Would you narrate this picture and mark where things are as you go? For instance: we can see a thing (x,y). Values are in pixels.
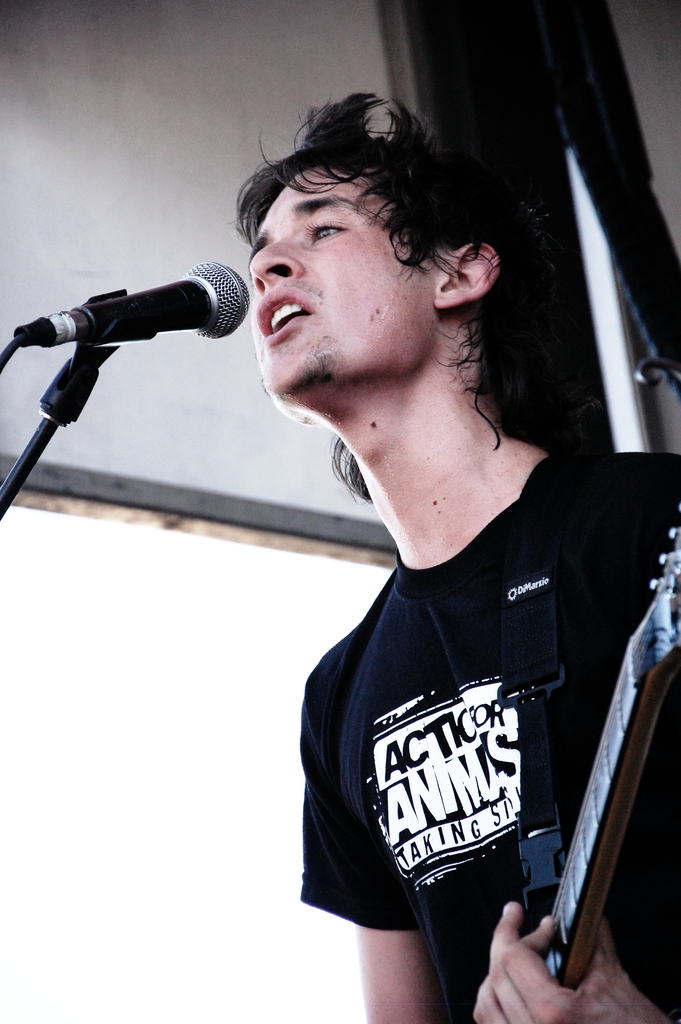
In this picture, we see a man (365,753) in the black T-shirt (444,757) is standing. He is holding a guitar (590,923) in his hands (604,946) and he is playing a guitar (597,908). In front of him, we see a microphone (150,323) and he is singing the song on the microphone (220,315). In the background (196,432), we see a wall (243,255) in white and black color.
